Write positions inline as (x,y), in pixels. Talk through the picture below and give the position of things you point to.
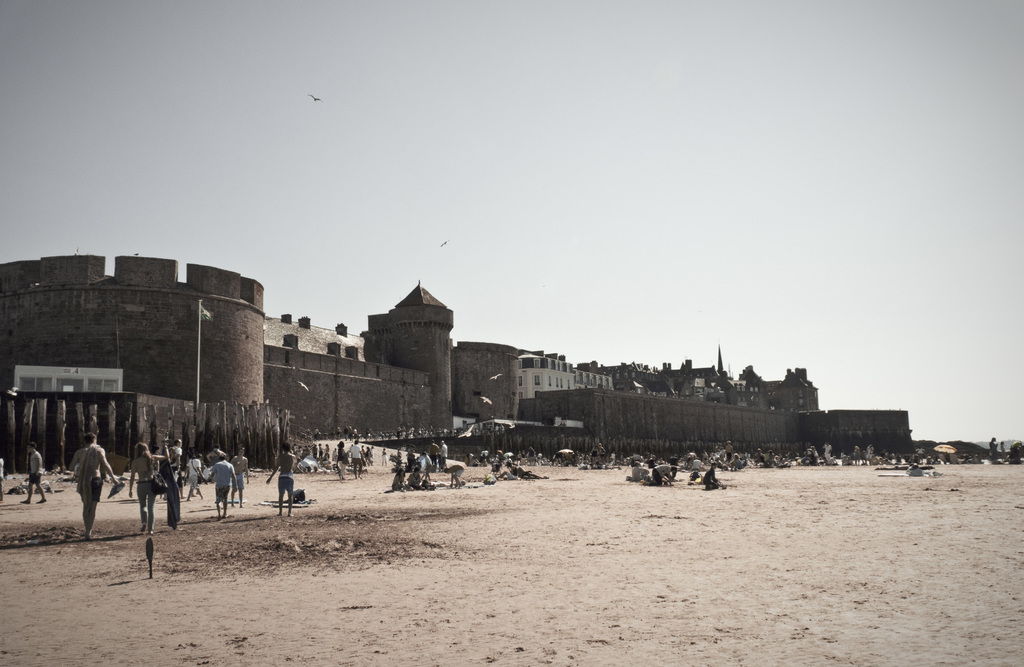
In this picture, we see many people (449,469) walking on the seashore (492,496) and we even see people (825,455) sitting on the seashore (645,533). At the bottom of the picture (596,592), we see sand (768,525). We see fortification (219,351) and many buildings (633,385) in the background (709,370). At the top of the picture (457,110), we see the sky (484,120) and the birds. This picture is clicked outside the city.
